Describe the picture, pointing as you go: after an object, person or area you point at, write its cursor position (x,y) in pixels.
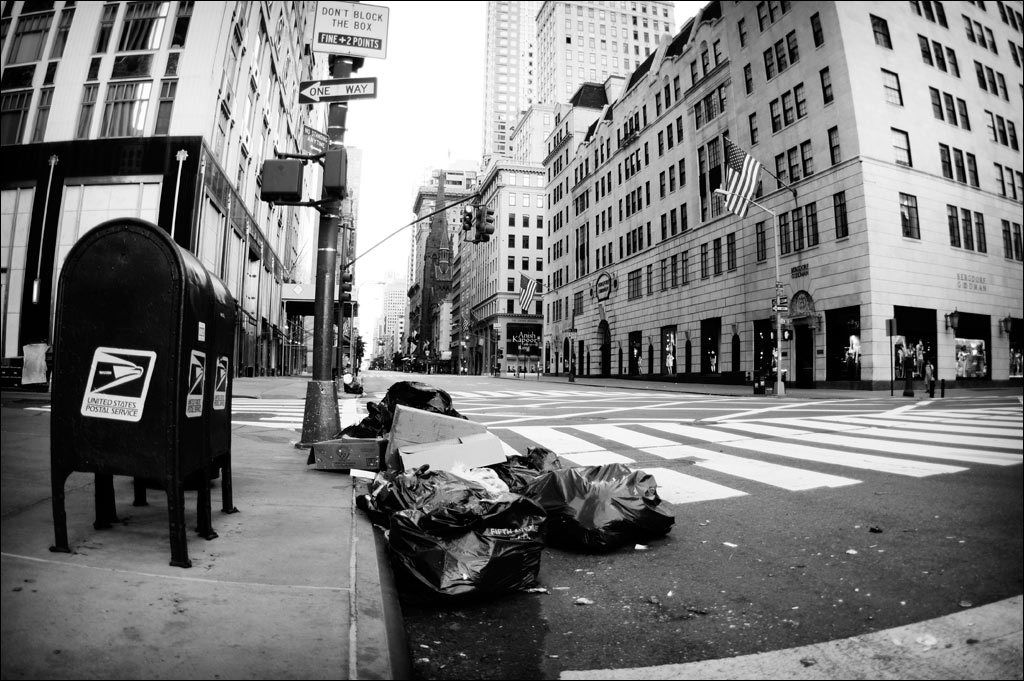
In this black and white image there is a road (558,566) and few objects (404,434) are placed on the road (463,601). On the right (806,184) and left side of the image (253,137) there are buildings (526,132), in front of the buildings (276,210) there are a few poles (343,141) with sign boards (350,45), flags (740,192) and trees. In the background (385,174) there is the sky (384,180).
